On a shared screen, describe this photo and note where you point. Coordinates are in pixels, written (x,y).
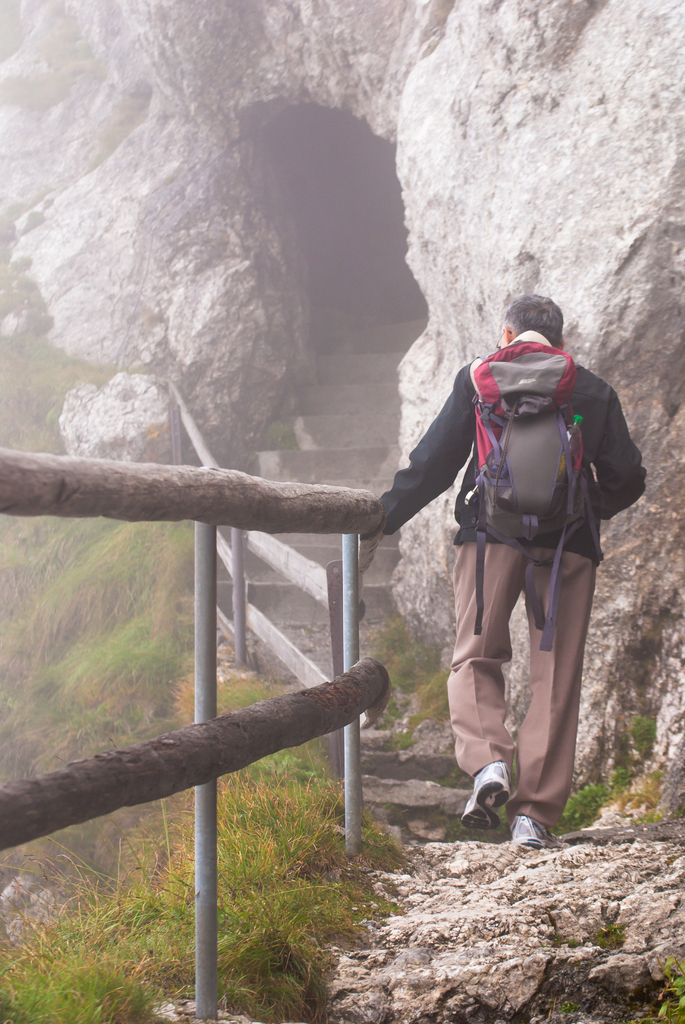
Here we can see a person (568,605) wore bag (480,594). Beside this person (500,706) there is a fence (243,492) and grass (218,879). This is cave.
